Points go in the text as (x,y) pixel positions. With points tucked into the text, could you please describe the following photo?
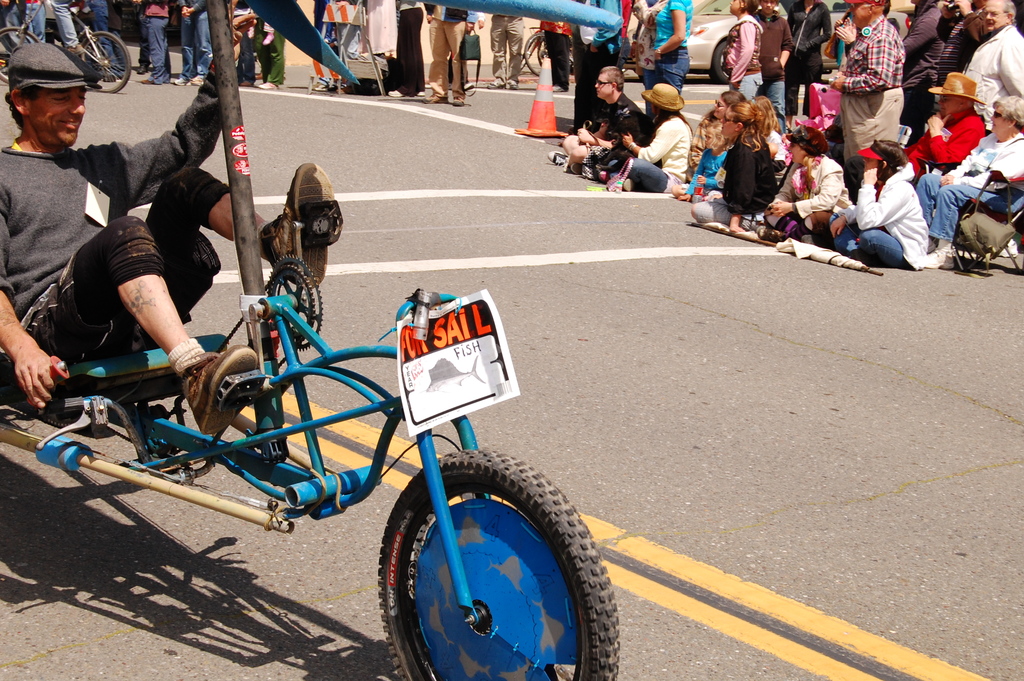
In this picture there is a person (185,307) sitting on a vehicle (153,369) and placed his legs (178,229) on the pedals (305,228) in front of him and there are few audience (763,65) in the background (606,78).
